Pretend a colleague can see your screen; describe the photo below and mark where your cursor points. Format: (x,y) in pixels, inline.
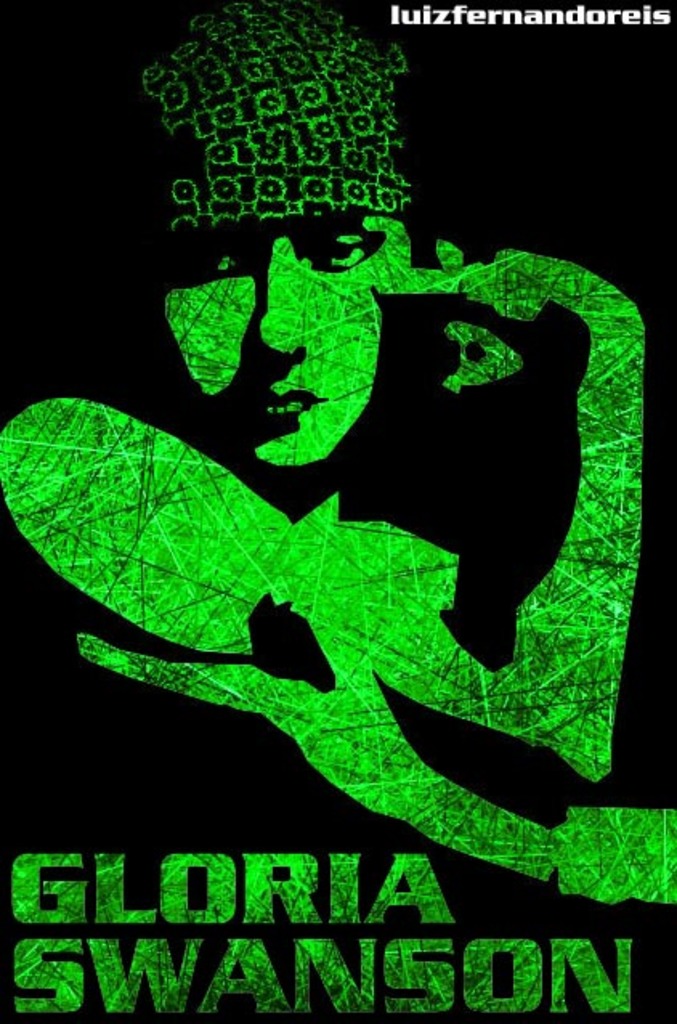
In this image I can see some art (627,420) and some text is written on it and in the background (308,673) we can see the black.
